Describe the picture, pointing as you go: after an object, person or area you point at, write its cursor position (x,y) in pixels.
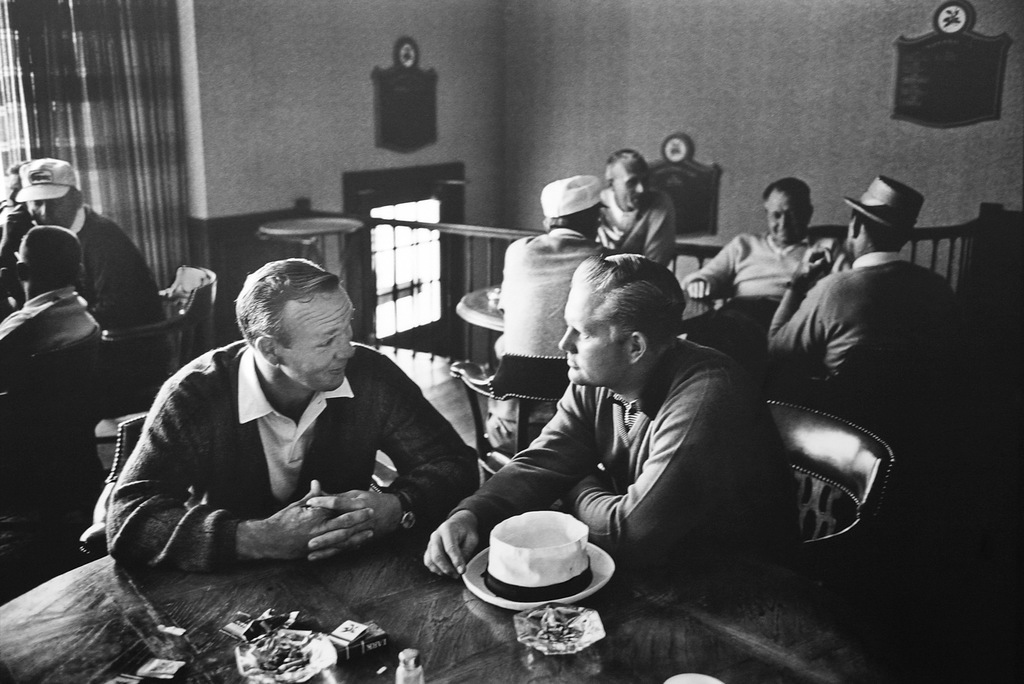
In this image we can see a two persons (751,491) in the center (633,276). They are sitting on a chair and they are having a conversation. In the background (708,285) we can see a four people (774,304) who are sitting on a chair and here we can see two persons (111,241) on the left side (131,319) and they are talking.
